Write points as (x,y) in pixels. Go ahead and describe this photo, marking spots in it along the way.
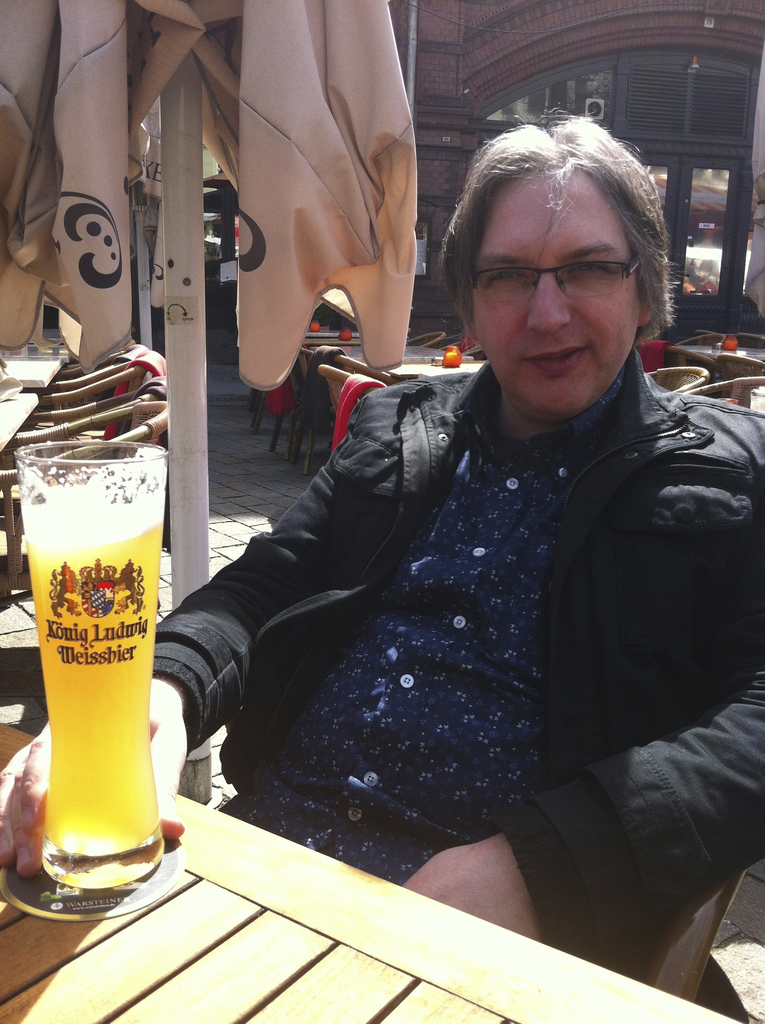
In this image there is a man (370,632) sitting in the center (484,583) holding glass (97,764) in his hand (162,758). In the background (631,28) there is an arch (641,24) and there is a building (691,130) and there are tables (727,352). On the left side (145,234) there is a pole (170,175) and a tent (316,155).
